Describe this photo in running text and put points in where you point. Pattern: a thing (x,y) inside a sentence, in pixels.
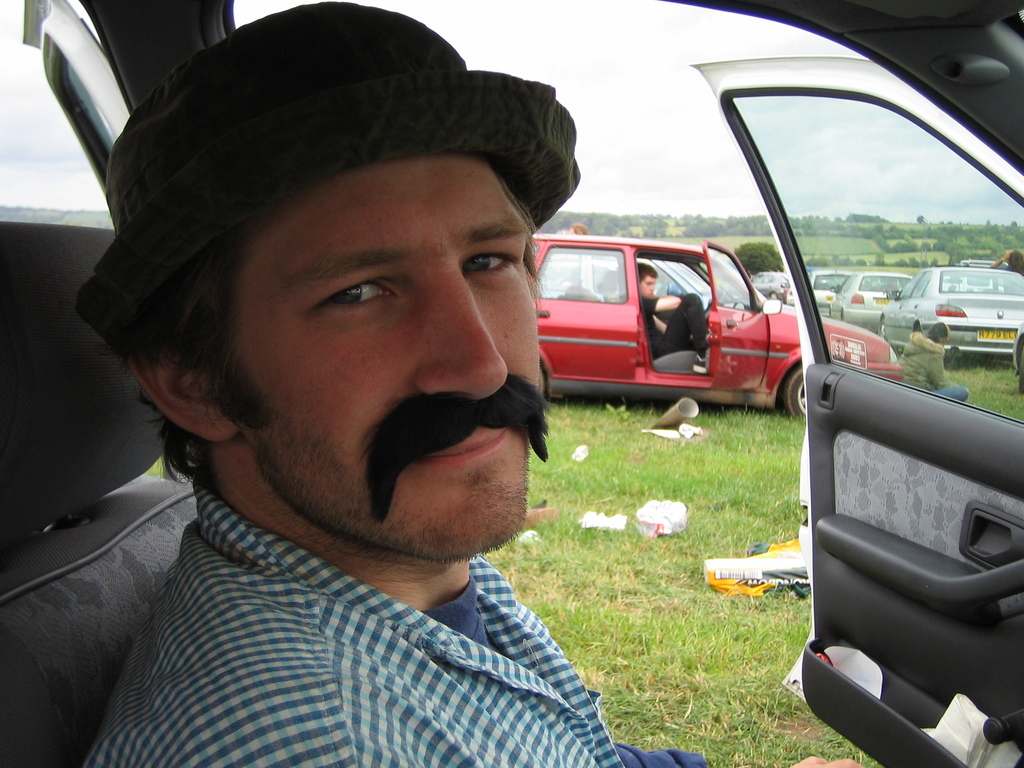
In the picture we can see a man (335,750) sitting inside the car (65,489) and the door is opened and from it we can see the grass surface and on it we can see another car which is red in color with a man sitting inside it and near to it we can see some cars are parked and in the background (619,124) we can see the trees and the sky (982,194).
